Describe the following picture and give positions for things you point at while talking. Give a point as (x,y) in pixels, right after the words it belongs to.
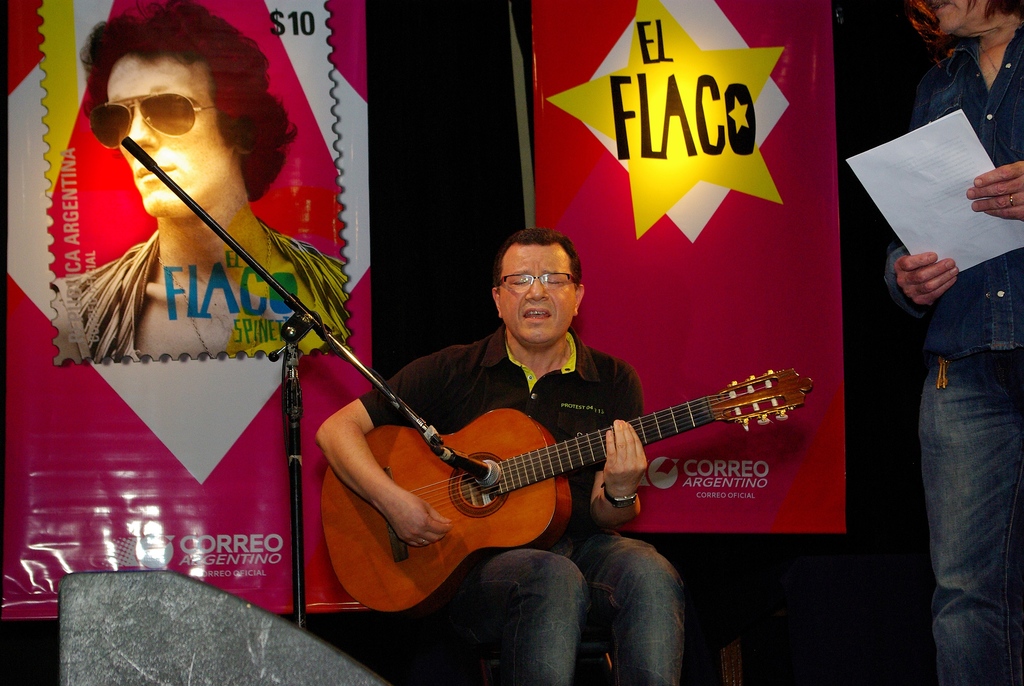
In this image I can see a person (423,392) holding the guitar (543,498). To the right (955,378) there is another person (936,354) holding the paper (929,213). In the background (295,144) there are banners (623,346).
